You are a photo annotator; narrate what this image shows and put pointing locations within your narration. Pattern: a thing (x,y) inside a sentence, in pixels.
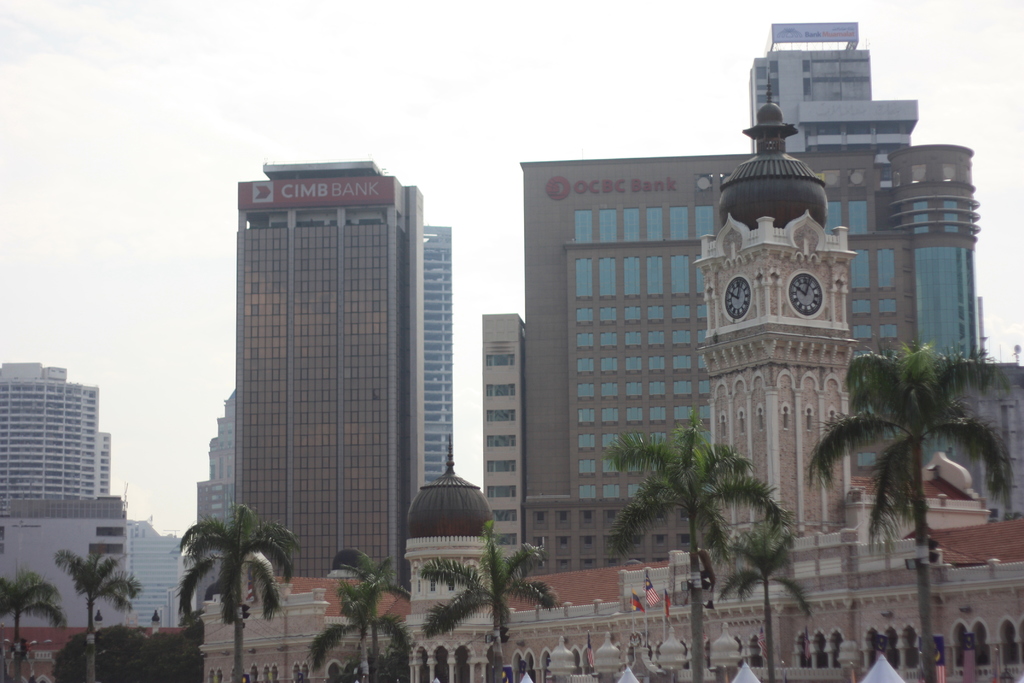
This image is taken outdoors. At the top of the image (111,73) there is the sky (166,41) with clouds (354,38). In the middle of the image (524,386) there are a few buildings (685,312) with walls (897,623), window (975,633), pillars (432,662), roofs (433,533) and doors (874,646). There are two boards (314,193) with text (599,193) on them. There is a tower (777,401) and there are two clocks (742,292) on the tower (780,284). There are a few trees (111,636).
